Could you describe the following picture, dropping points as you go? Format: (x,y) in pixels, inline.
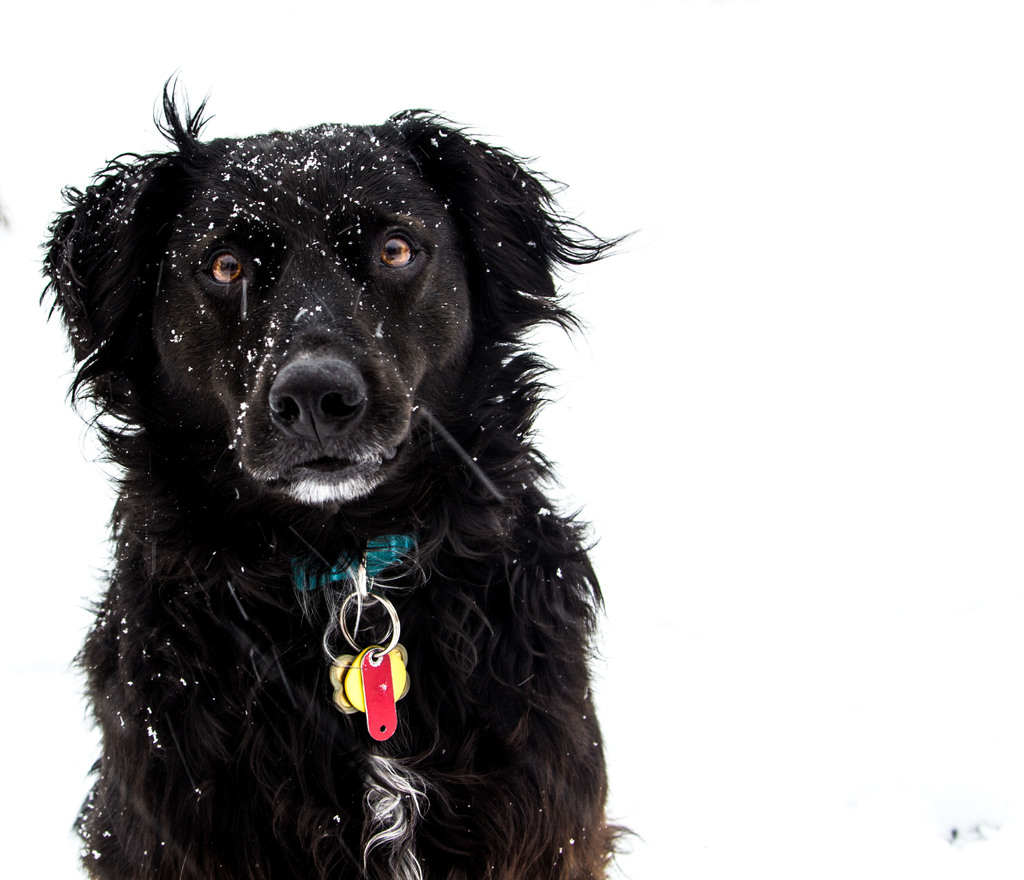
In this image we can see there is a dog (309,638) with a chain (384,650). And at the back (625,437) there is a white background (16,646).
